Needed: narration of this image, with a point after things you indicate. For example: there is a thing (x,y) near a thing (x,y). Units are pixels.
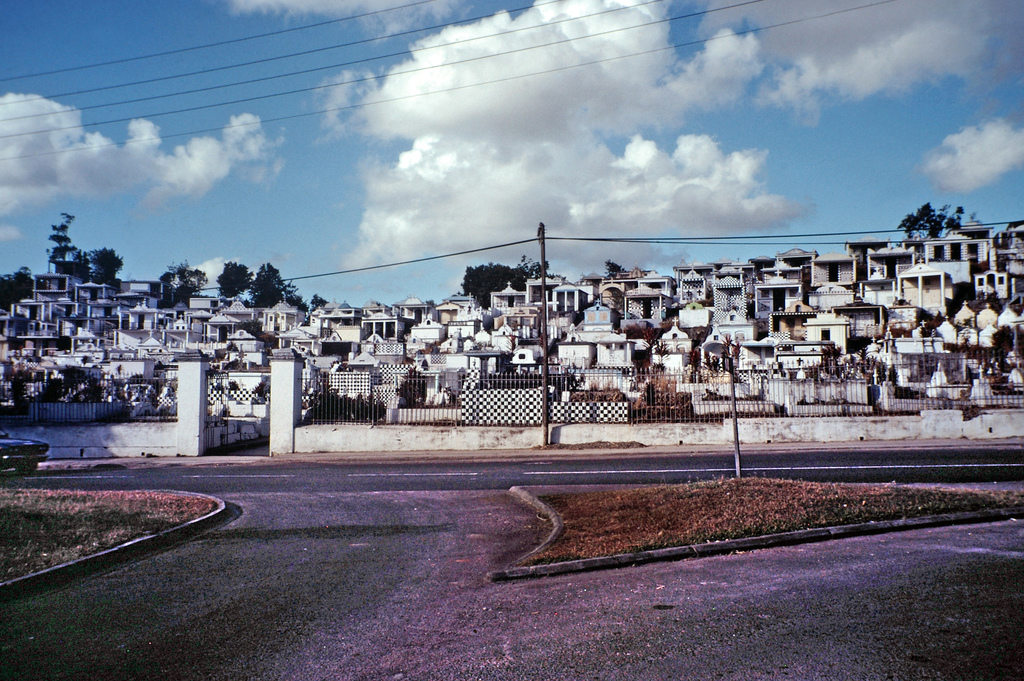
It is a graveyard (460,336), there are a lot of graves (339,364) inside the graveyard (254,363) and in front of the graveyard (224,448) there is a road (261,470) and in the background (296,180) there is a sky (316,100) and clouds (460,99).
